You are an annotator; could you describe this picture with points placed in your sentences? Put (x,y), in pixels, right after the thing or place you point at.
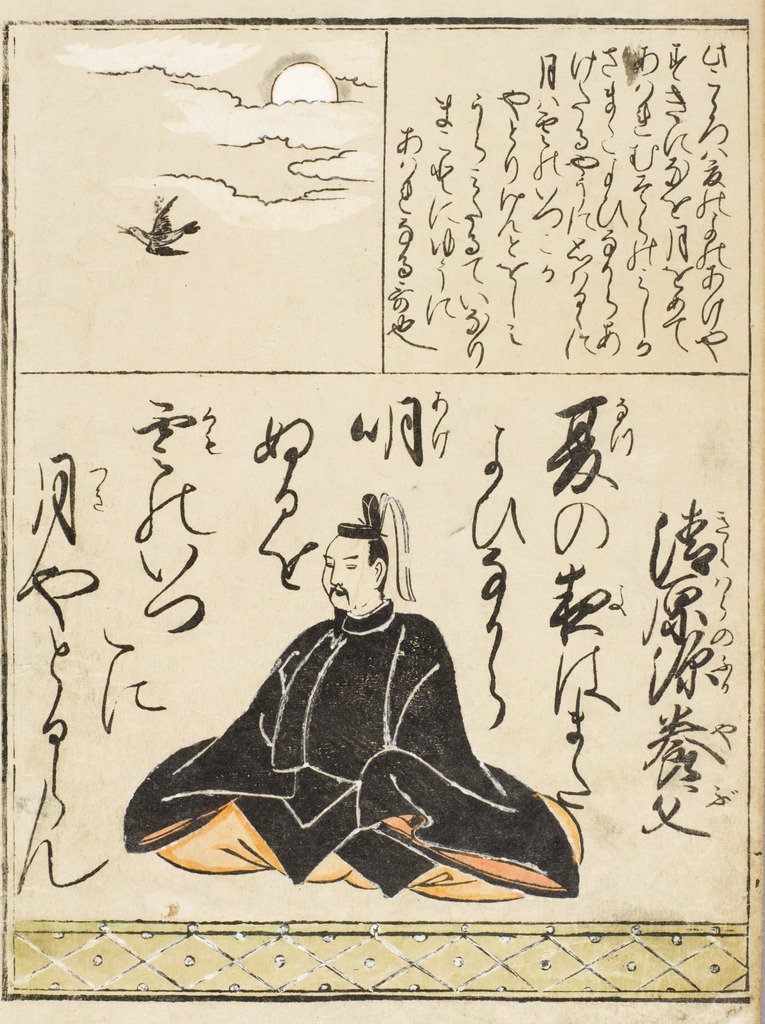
In this picture we can see the paper poster (405,679) of a man (403,704) wearing a black gown (355,757) and sitting. On the top (466,178) we can see something is written.
